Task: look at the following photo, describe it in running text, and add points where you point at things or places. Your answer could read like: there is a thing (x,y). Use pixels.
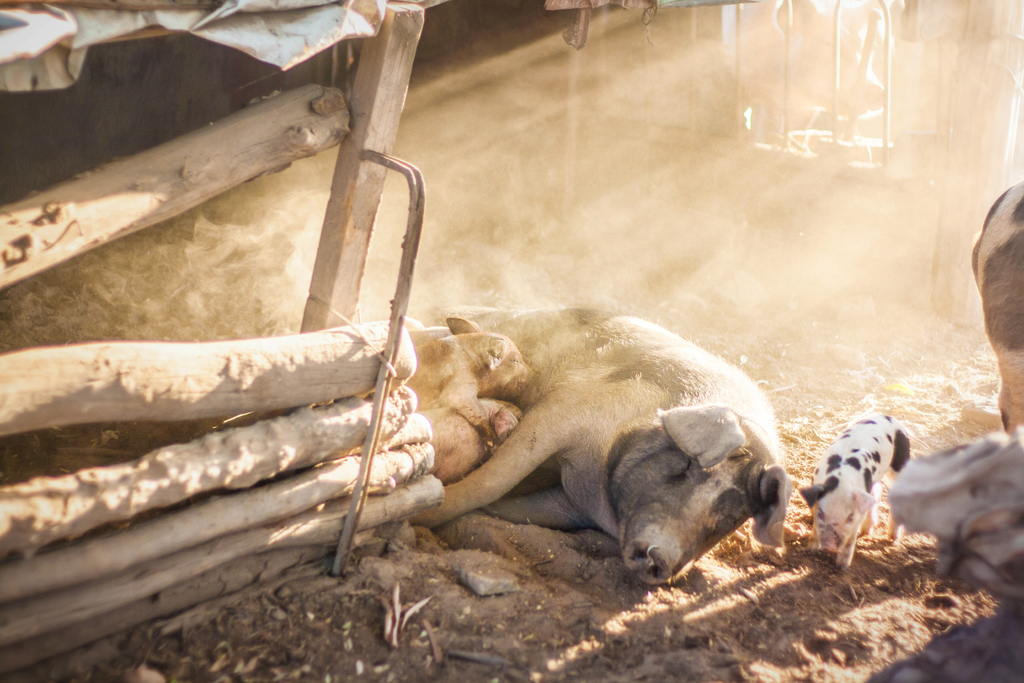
In this image I can see pigs (676,403) on the ground (895,394). Here I can see wooden objects (182,392).
